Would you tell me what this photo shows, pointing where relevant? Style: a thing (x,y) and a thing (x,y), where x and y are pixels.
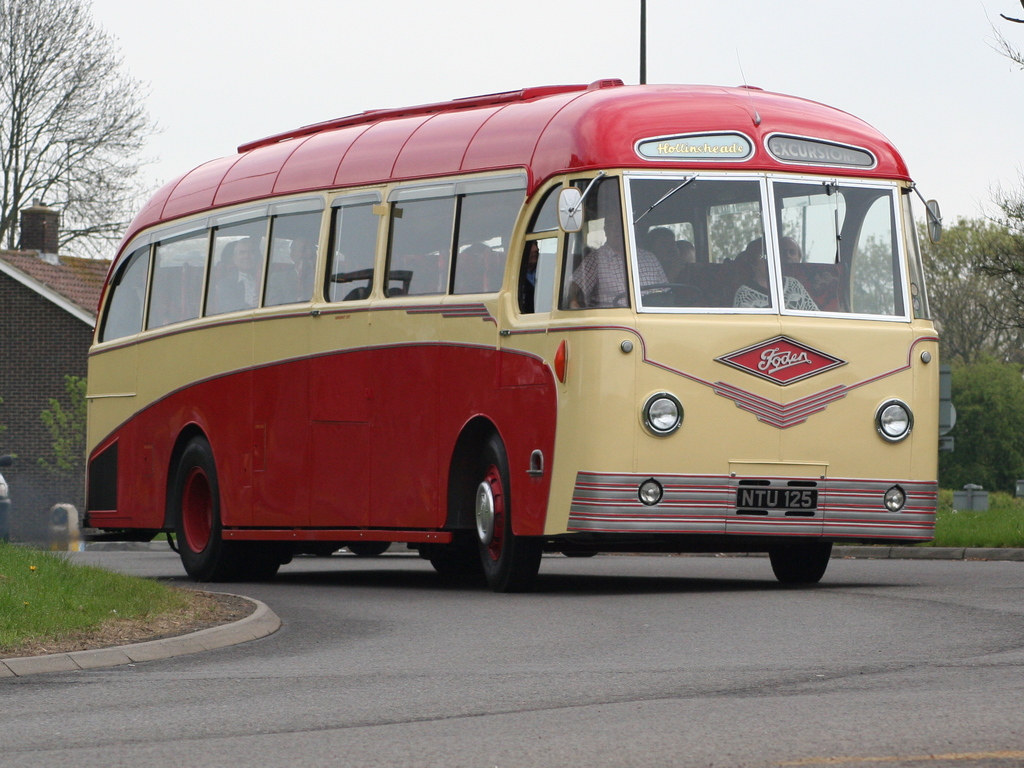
In the image we can see a vehicle (374,410) on the road (547,576). In the vehicle (497,324) there are people (577,293) sitting and wearing clothes (591,261). Here we can see the grass (68,588), the house (34,343), trees (14,158), pole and the sky (373,51).
